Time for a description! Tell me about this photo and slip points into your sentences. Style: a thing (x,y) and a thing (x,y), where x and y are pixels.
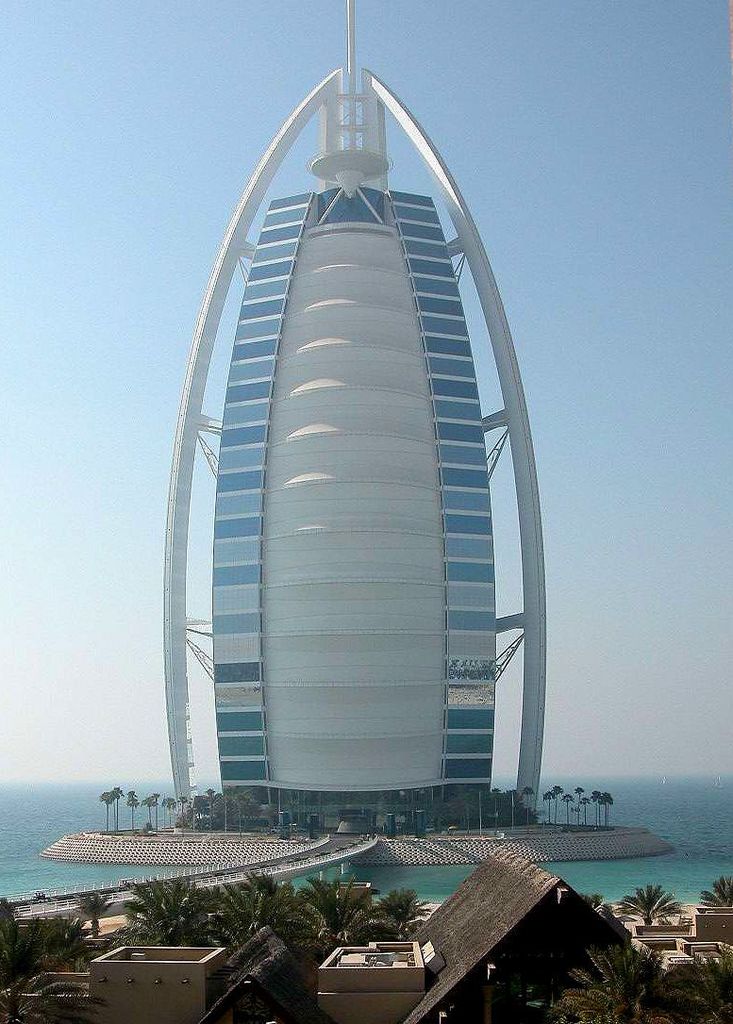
In this image, I can see burj al arab building (272,527), which is on the water (64,833). At the bottom of the image (123,972), I can see buildings (404,955) and trees (372,930). In the background (251,13), there is the sky (146,242).
